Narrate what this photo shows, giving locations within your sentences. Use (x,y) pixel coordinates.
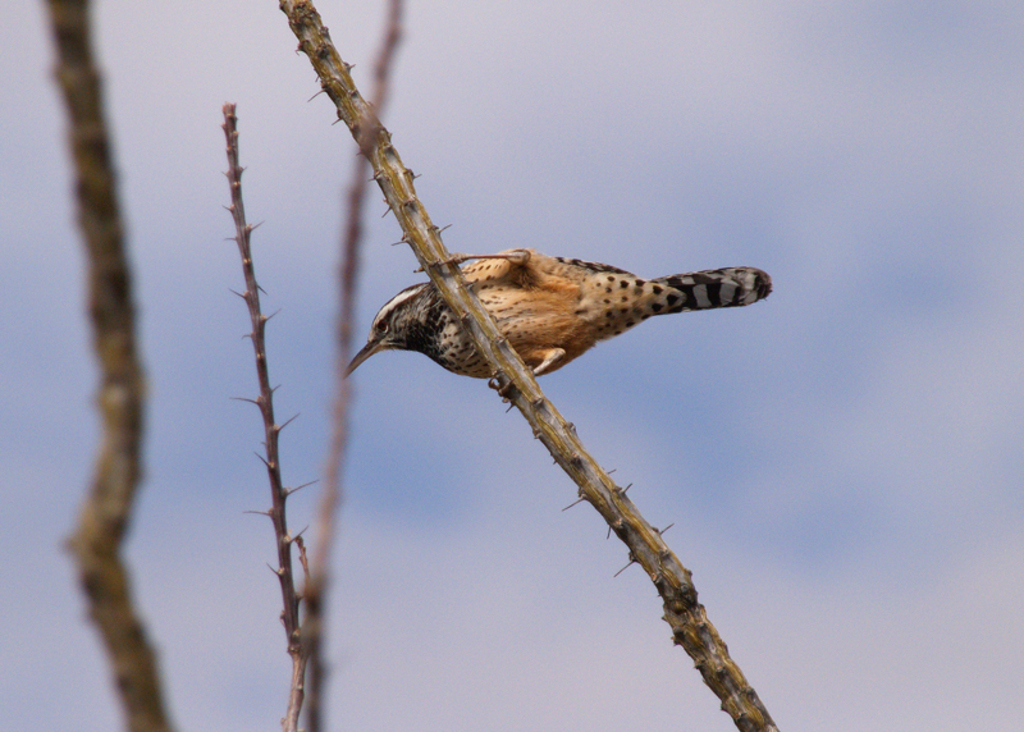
In this image on a plant (330,97) a bird (438,306) is standing. The background (421,48) is blurry.
